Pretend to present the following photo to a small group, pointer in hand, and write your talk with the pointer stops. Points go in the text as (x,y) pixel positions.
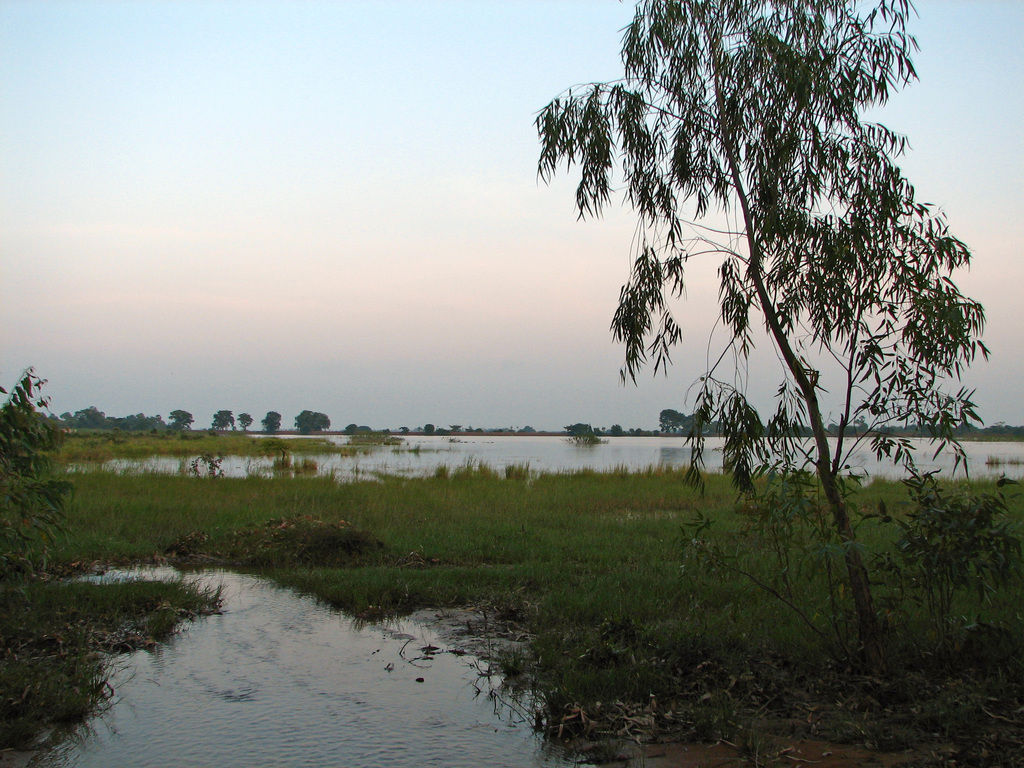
There are trees (804,207), this is water (296,700) and a sky (423,179), this is grass (764,601).
